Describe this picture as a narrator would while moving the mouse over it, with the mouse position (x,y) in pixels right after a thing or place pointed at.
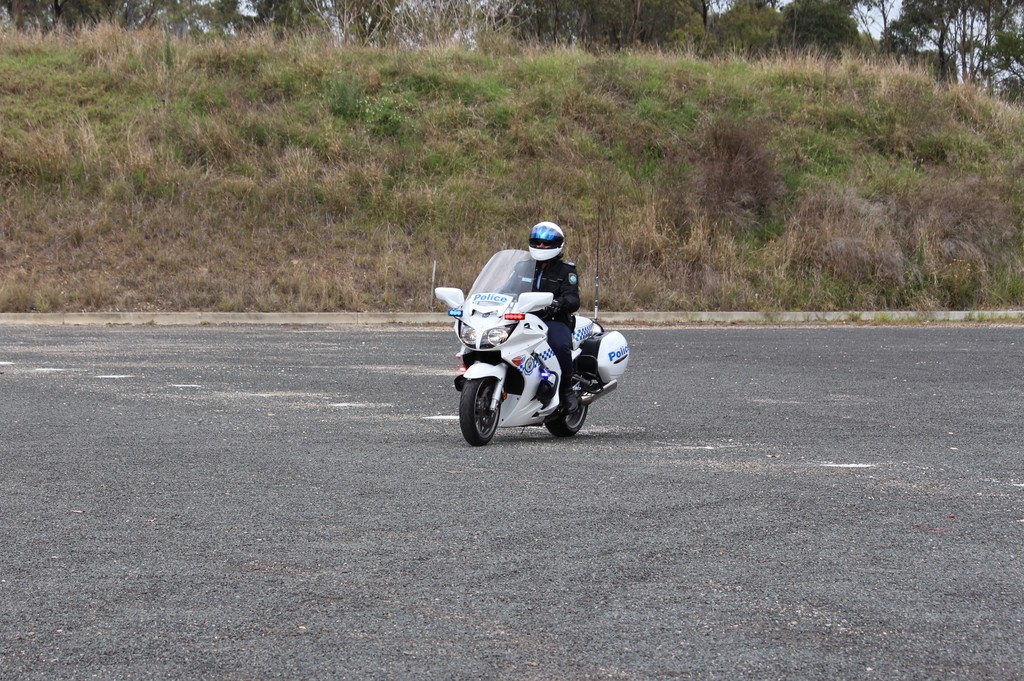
In the middle of the image (567,336) there is a person (550,275) wearing a helmet (551,240) and riding the bike (489,391) on the road (468,524). In the background (412,165) there is a hill (559,162) and I can see the grass (244,174) and many plants (372,105). At the top of the image (605,41) there are many trees (675,32).
